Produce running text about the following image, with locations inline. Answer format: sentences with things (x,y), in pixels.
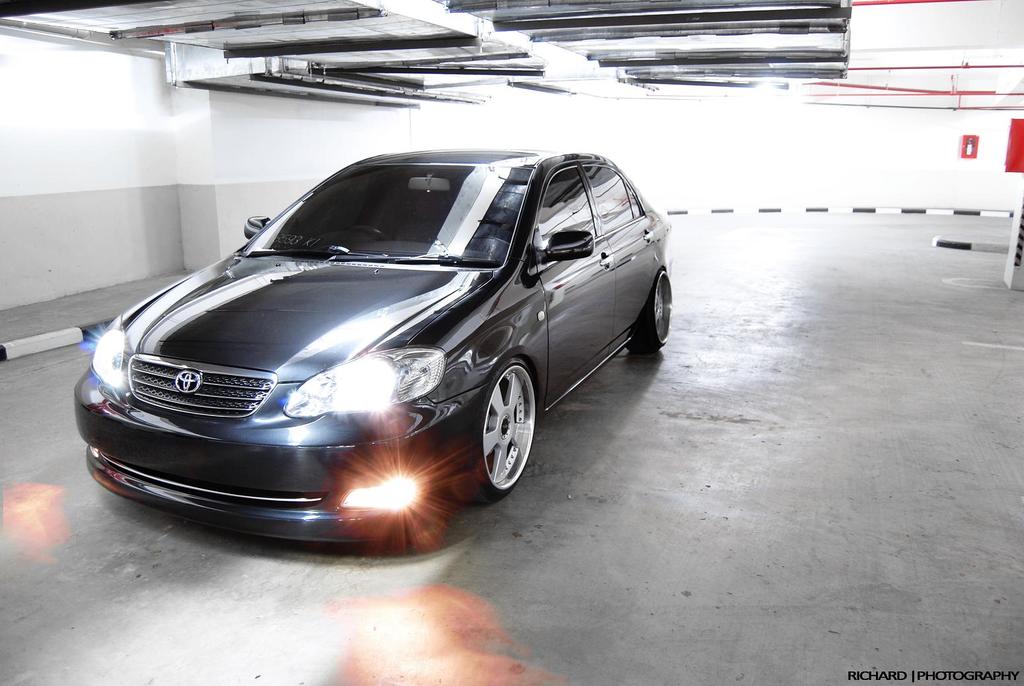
As we can see in the image there is a white color wall (551,109) and black color car (380,330).
